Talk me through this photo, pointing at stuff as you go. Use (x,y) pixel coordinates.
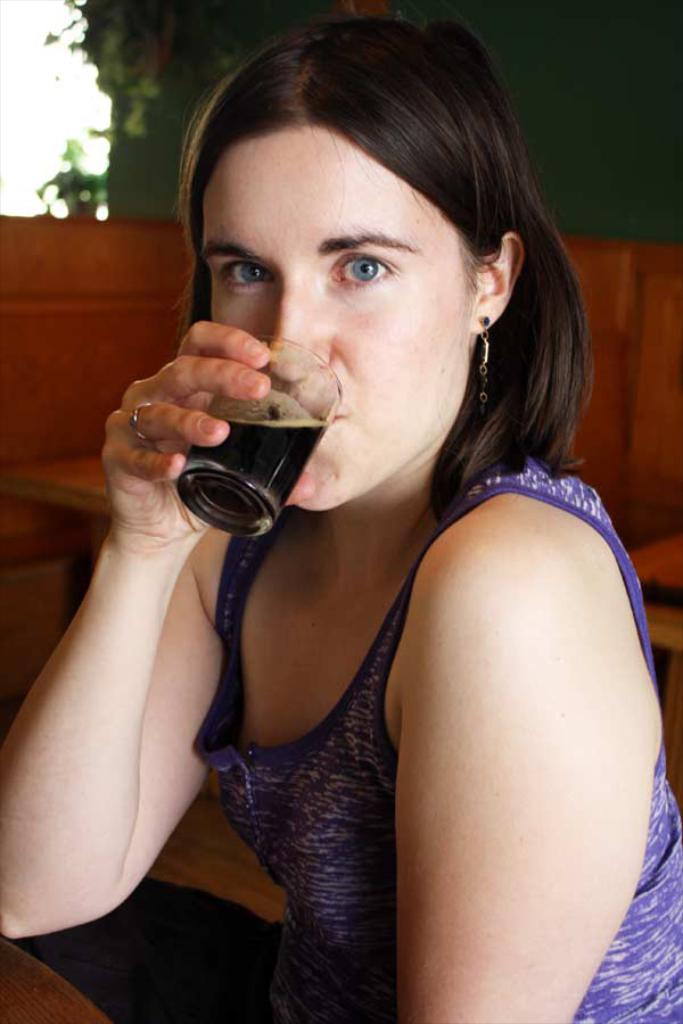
In this image there is a woman (237,281) having a drink (259,476).
